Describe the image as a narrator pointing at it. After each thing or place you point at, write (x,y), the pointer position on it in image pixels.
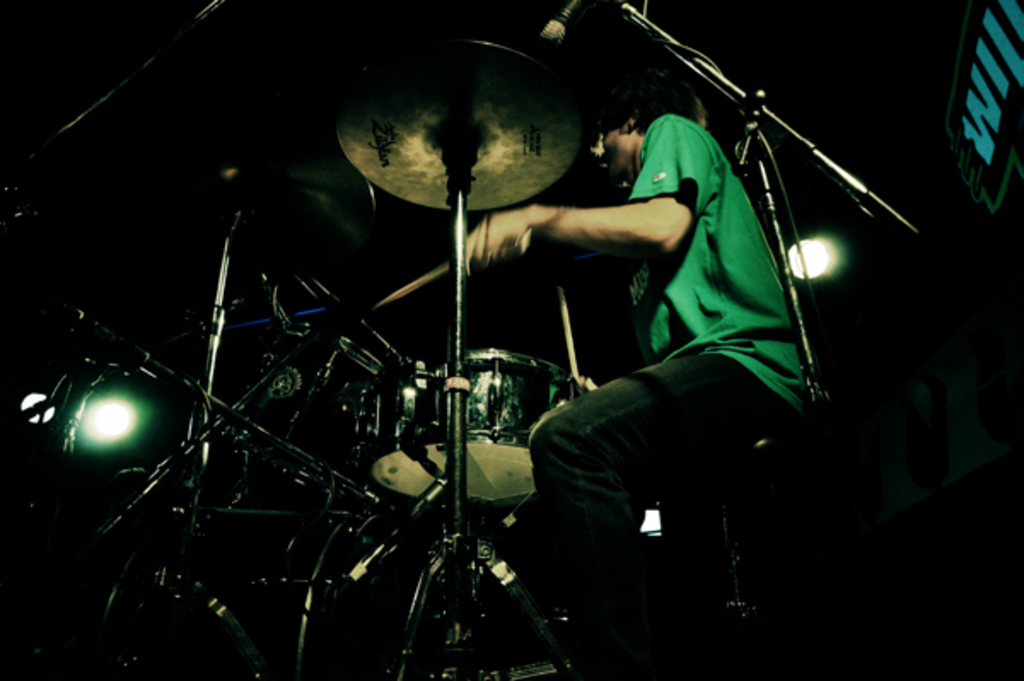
In this picture we can see a person (576,216) playing musical instruments (379,401).
